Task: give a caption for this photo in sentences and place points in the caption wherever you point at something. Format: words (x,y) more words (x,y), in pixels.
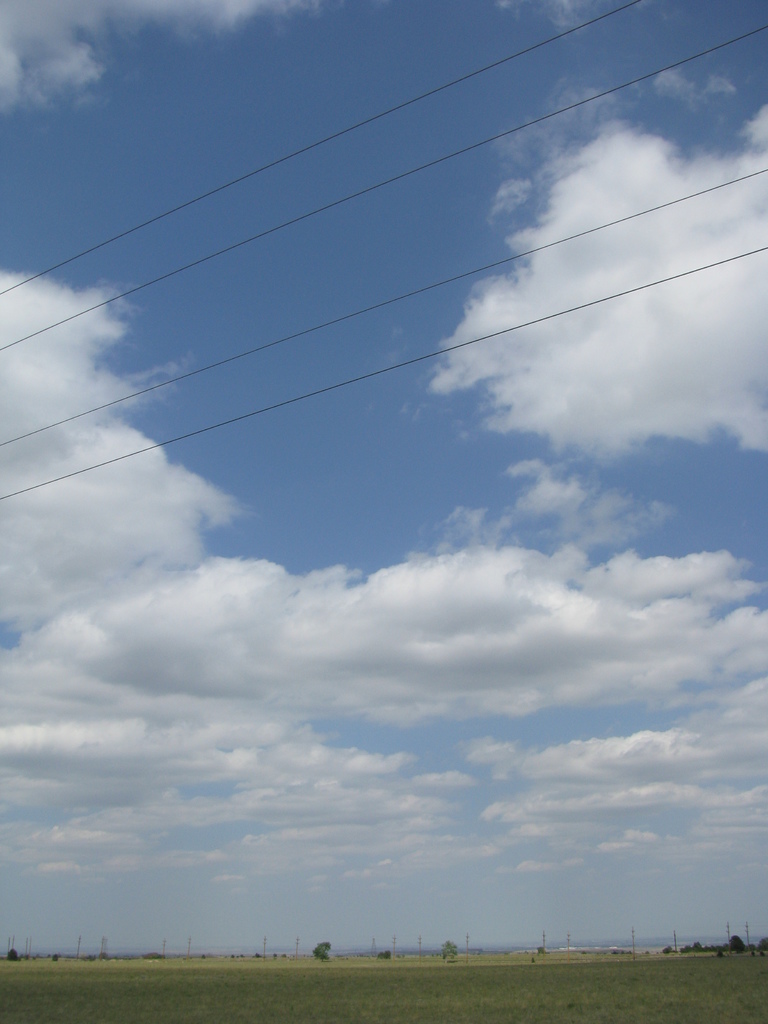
At the bottom of the image (459,1012) there is grass (393,980) on the ground (234,975). And also there are poles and trees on the ground (531,977). At the top of the image (415,229) there is a sky (397,386) with clouds (477,751). And also there are wires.
